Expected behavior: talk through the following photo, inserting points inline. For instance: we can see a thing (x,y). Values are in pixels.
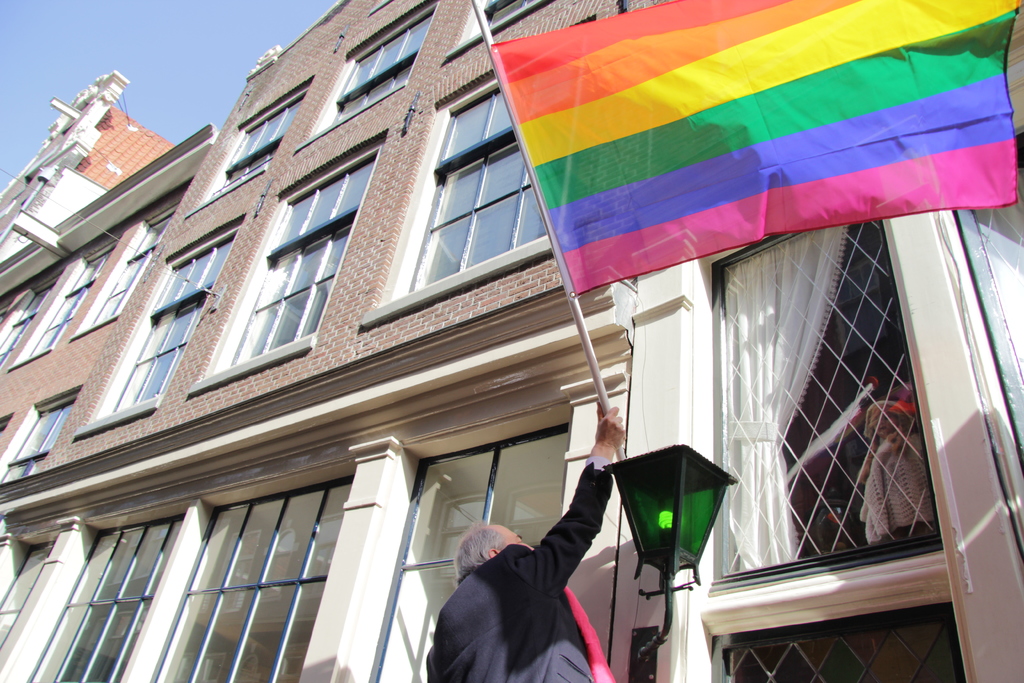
In the picture I can see buildings (290,328) and a man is holding a flag (756,200) in the hand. In the background (215,55) I can see the sky (220,79).
